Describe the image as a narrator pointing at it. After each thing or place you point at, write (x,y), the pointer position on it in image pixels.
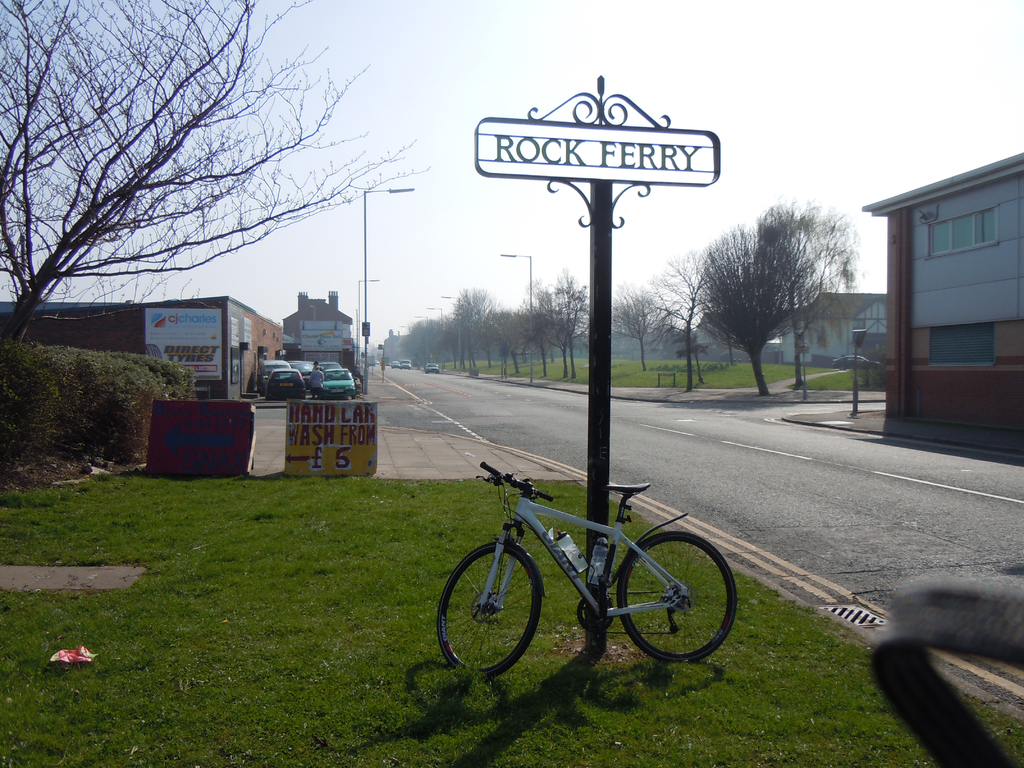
In the picture I can see some buildings (968,359), some vehicles (430,363) are moving on the road (668,419) and bicycle (469,565) is placed on the grass (272,614), side to the pole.
